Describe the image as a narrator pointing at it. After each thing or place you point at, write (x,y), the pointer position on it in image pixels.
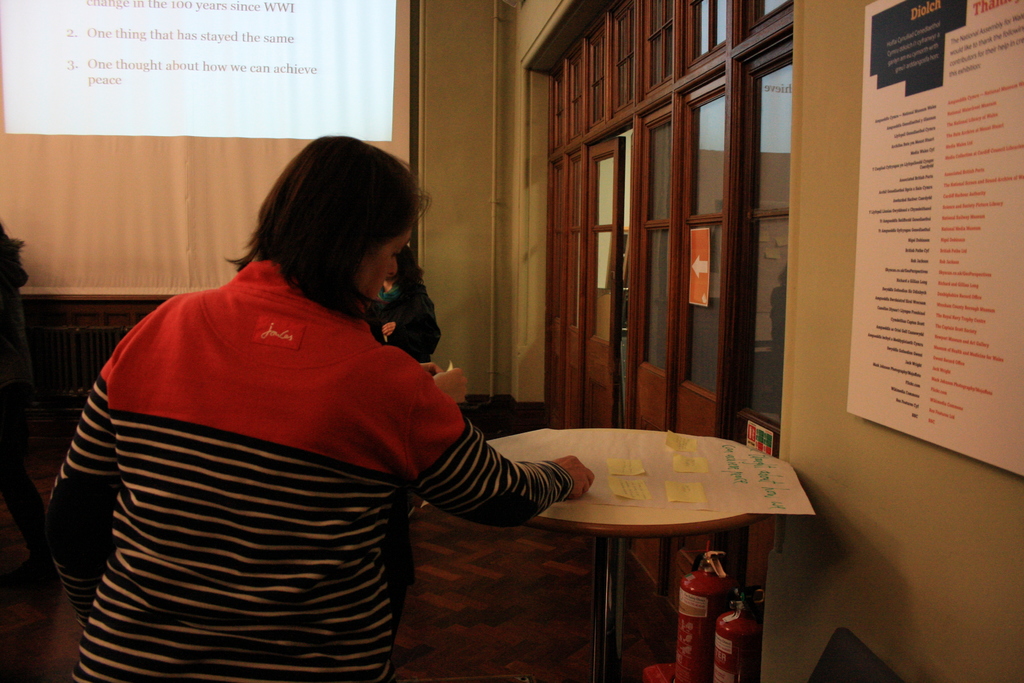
In this there is a lady (99,430) at the left side of the image (232,582) resting her hand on the table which is placed at the center of the image (528,455), there is a projector screen (237,167) at the left side of the image (29,58) and there is a door (774,417) at the right side of the image (765,426), there is a board (1010,211) which is hanged on the wall (962,493) at the right side of the image (1018,116) and there are two cylinders (697,590) which are placed under the table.
